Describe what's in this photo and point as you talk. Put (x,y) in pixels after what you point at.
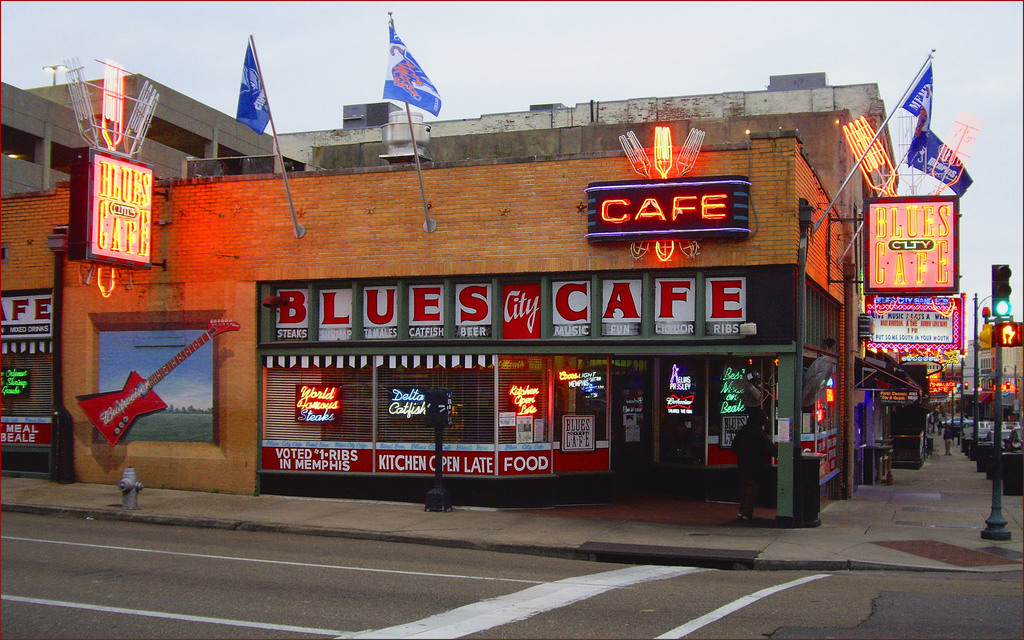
In this image we can see there is a building (547,327) with lights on it. Beside that there is a pole (1000,479) with traffic lights (1004,291).
